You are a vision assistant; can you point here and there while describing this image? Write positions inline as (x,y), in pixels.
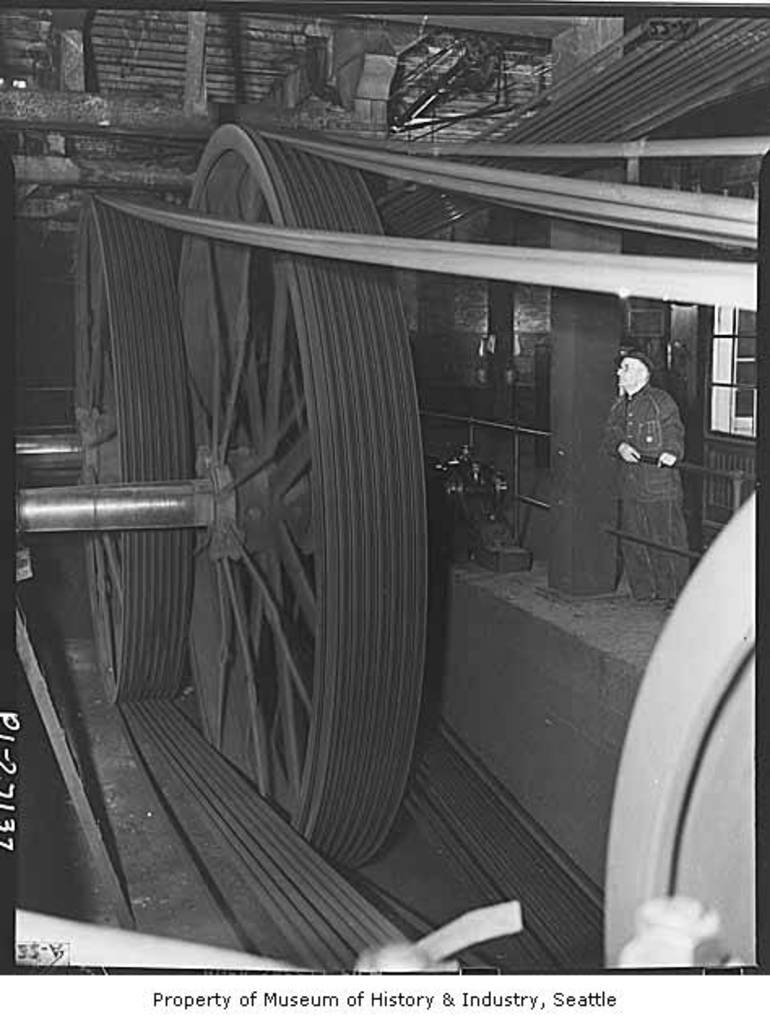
This image is a black and white. This image is taken indoors. On the right side of the image (654,484) a man (664,443) is standing and there is a railing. In the background (479,389) there is a wall (645,325) with windows (723,360) and a door (671,342). In the middle of the image (308,412) there are three wheels (268,501) and a few ropes (544,193). At the top of the image (542,24) there is a roof (552,23) and there are many Iron bars (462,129).
